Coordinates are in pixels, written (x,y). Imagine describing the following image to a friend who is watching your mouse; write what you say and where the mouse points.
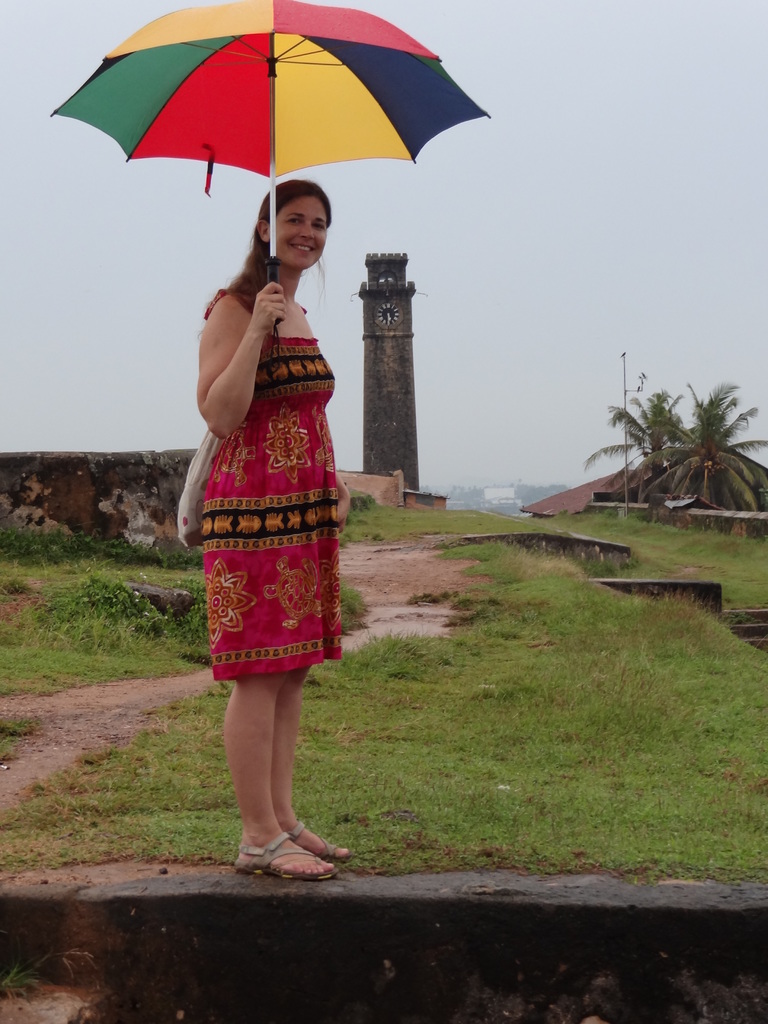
In the picture we can see a woman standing near the grass surface (537,792) on the wall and holding an umbrella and in the background (456,407), we can see a clock tower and besides it we can see some trees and behind it we can see a sky (703,124).
